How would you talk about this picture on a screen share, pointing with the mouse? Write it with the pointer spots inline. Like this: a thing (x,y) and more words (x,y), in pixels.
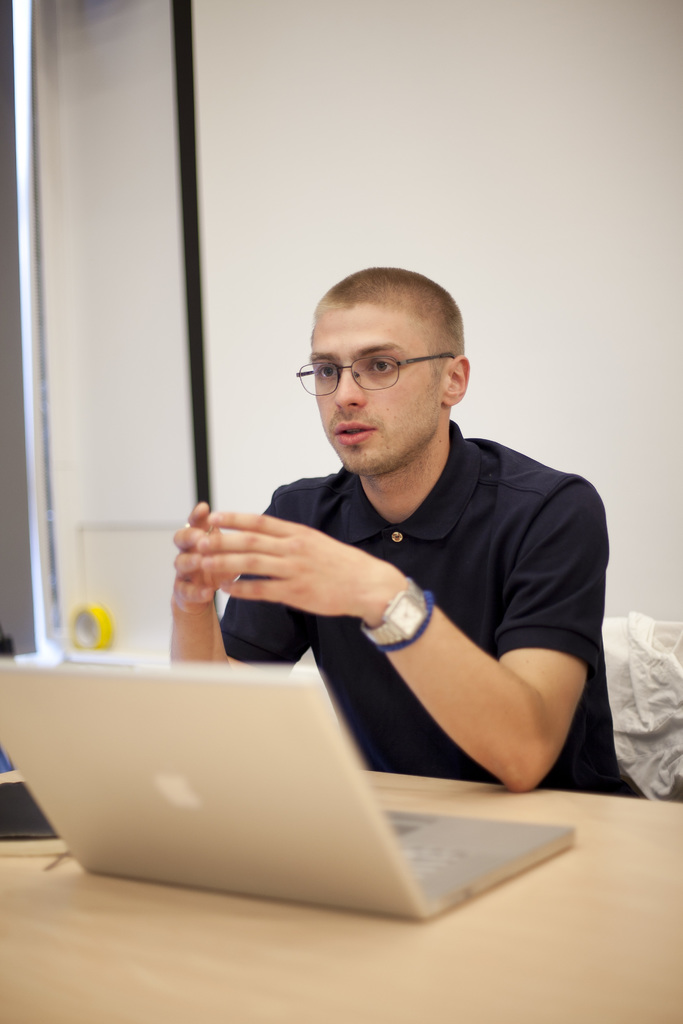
Here we can see a man (360,666) wearing spectacles (379,365), watch (413,615), sitting on a chair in front of a table (422,997) and on the table (492,933) we can see laptop (325,891). Background (524,220) is white in colour.
